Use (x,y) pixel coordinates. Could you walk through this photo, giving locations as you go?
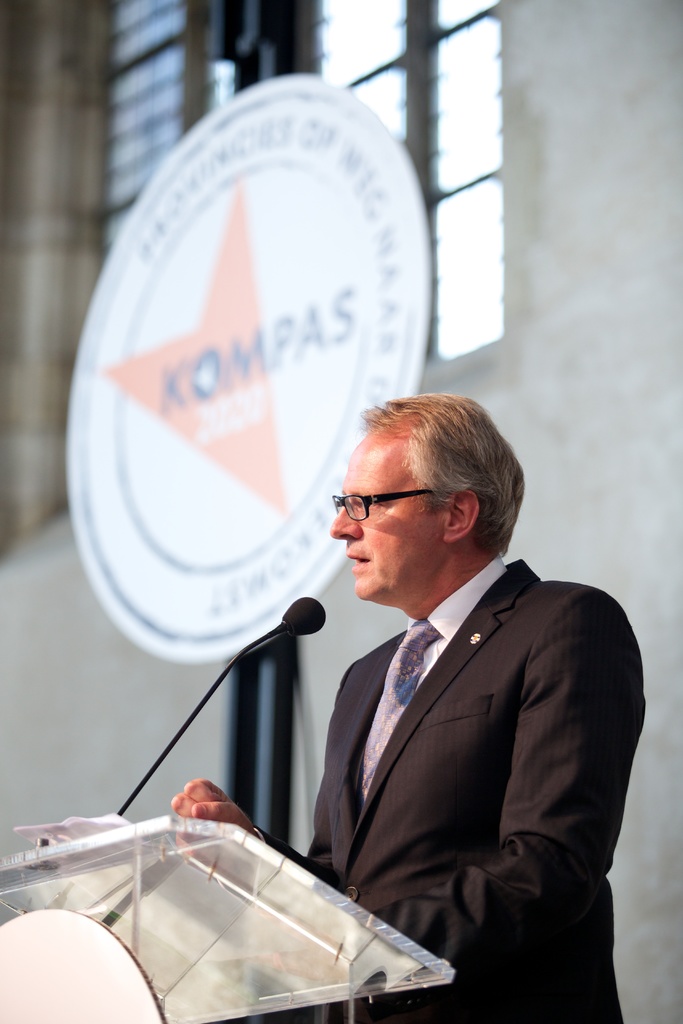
In this image on the right (464,702), there is a man (455,641), he wears a suit (500,708), shirt (461,591), tie (415,659), in front of him there is a podium (232,885), mic (296,625), papers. In the background (215,456) there is a board (270,426), text (252,420), logo (271,426), window (358,39), glass (448,152) and wall (602,326).
